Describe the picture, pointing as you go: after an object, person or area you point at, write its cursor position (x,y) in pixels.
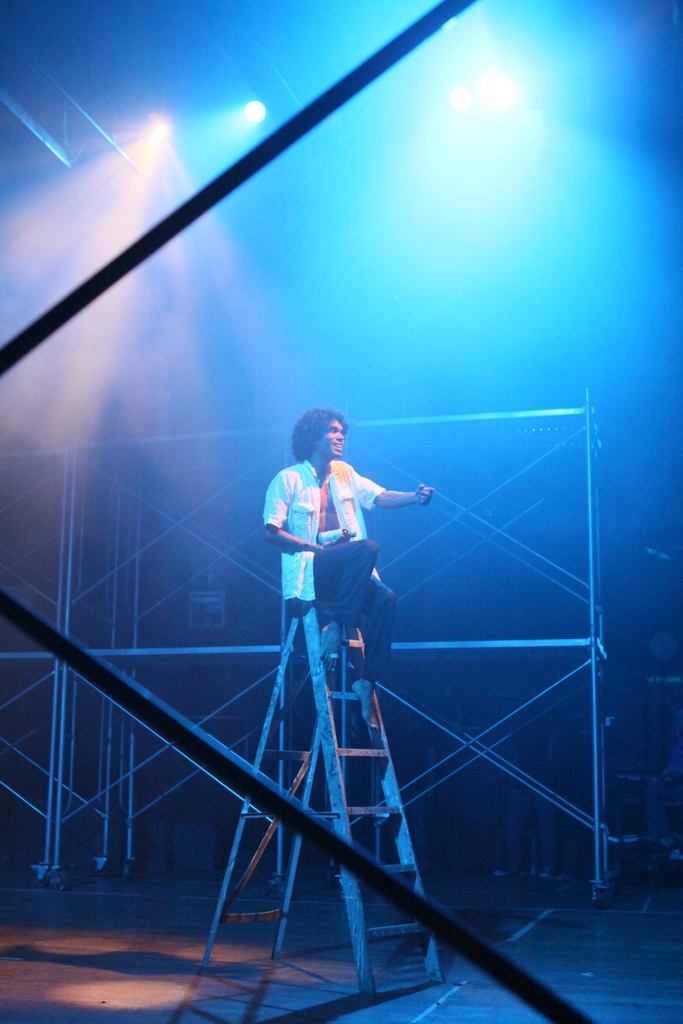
In this image I can see a person (292,504) sitting on the ladder (296,618) and the person (287,523) is wearing white shirt (302,510), black pant (368,591) and holding some object (353,532). Background I can see few poles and lights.
